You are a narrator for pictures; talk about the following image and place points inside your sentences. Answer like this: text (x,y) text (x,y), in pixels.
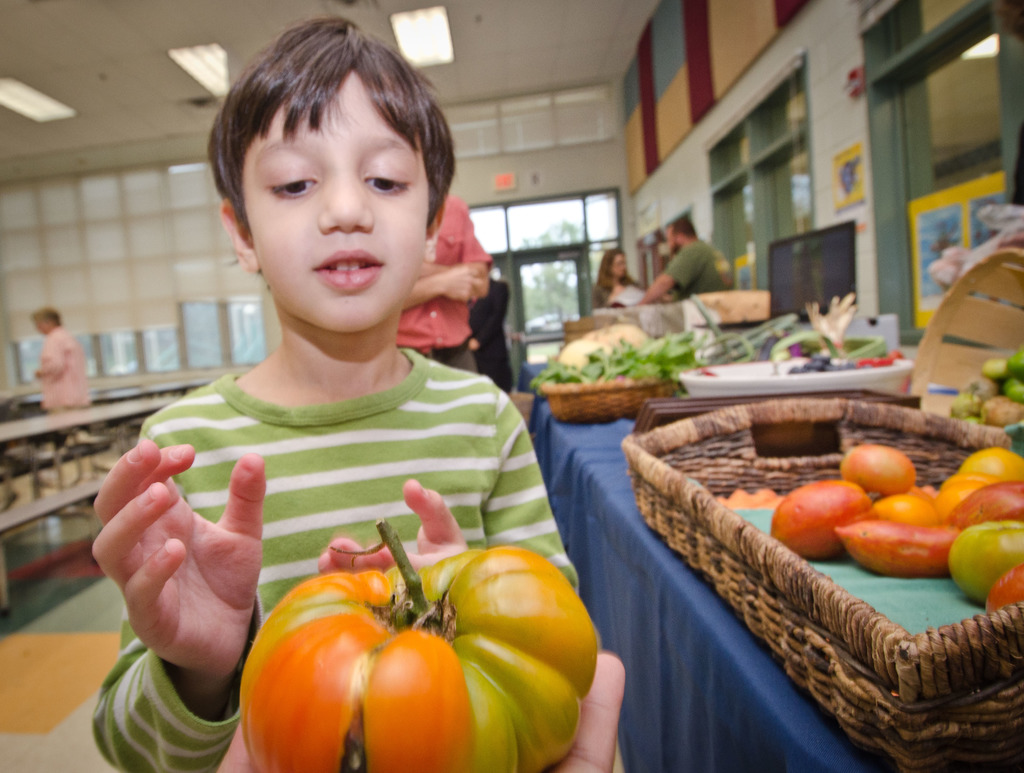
In this picture I can see a person's hand (587,767) on which, I can see a tomato (362,666) and I can see a boy (331,478) in front (338,381) who is standing. On the right side of this picture (701,586) I can see the table (731,625) on which there are baskets (645,489) and on the baskets (723,558) I can see few vegetables (956,527). In the background (139,332) I can see few people (463,215), windows (58,248) and lights (436,18) on the ceiling (553,48).
